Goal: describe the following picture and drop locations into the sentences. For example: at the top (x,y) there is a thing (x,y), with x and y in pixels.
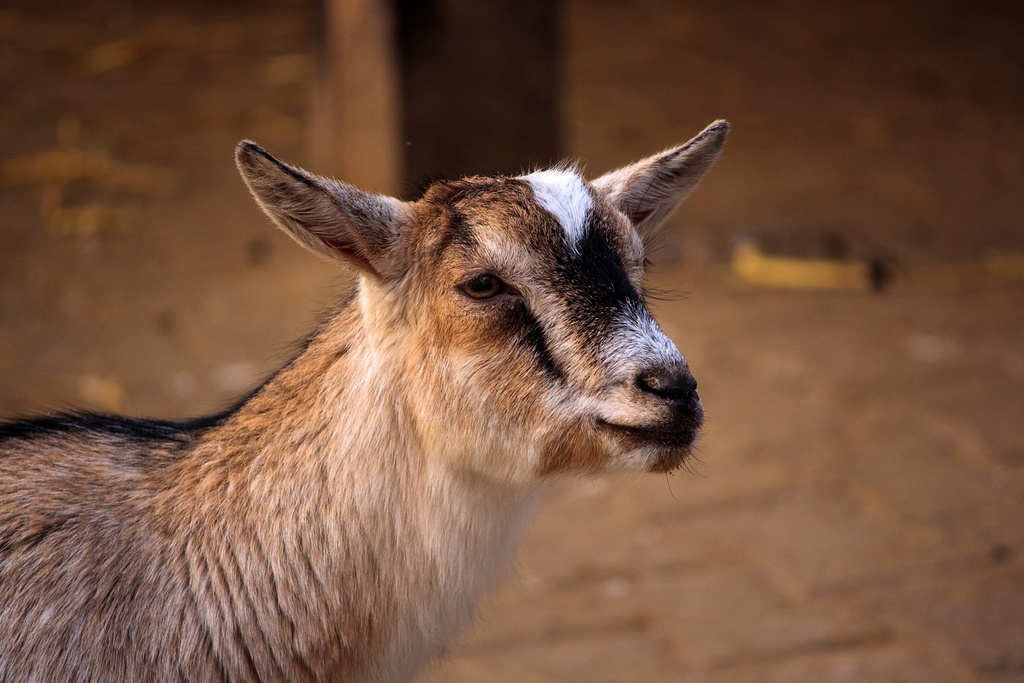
In this picture there is a goat (615,352) who is standing on the ground (673,660). At the top (504,70) this is a wooden pole (352,59), beside that it may be dust (106,202).
